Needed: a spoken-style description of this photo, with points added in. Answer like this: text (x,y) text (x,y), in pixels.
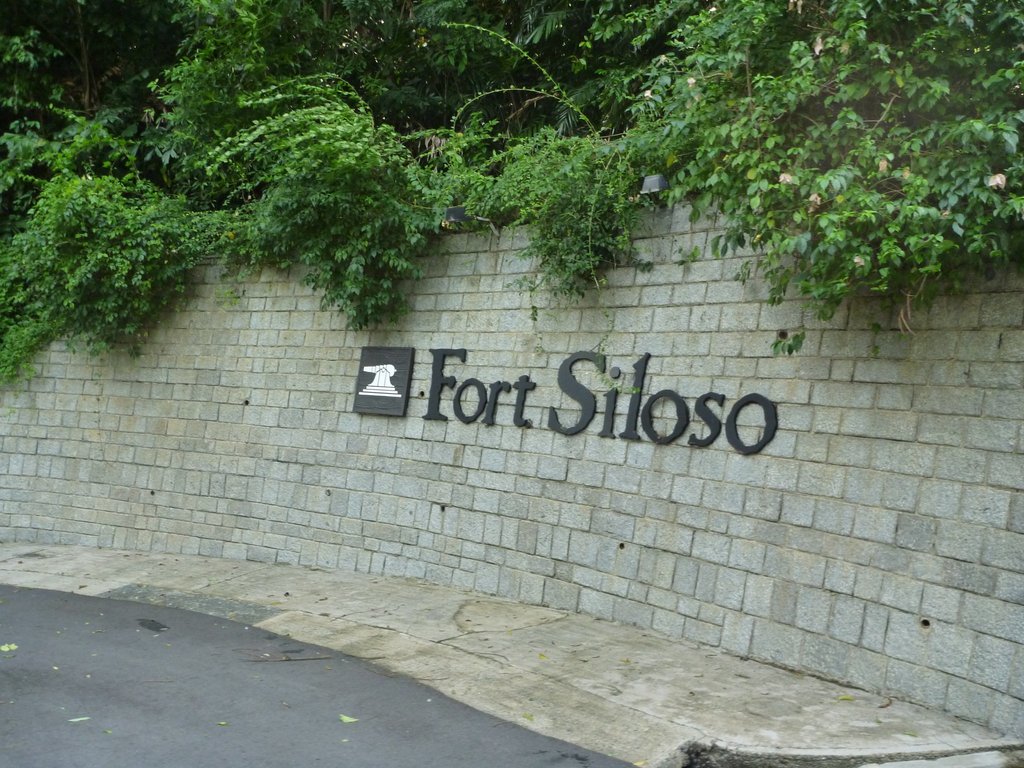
In the picture we can see a wall (249,508) near to the road (88,767) and name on it fort siloso with the symbol (404,356), on the top of the wall (422,367) we can see some plants (635,108) and bushes (596,78).
